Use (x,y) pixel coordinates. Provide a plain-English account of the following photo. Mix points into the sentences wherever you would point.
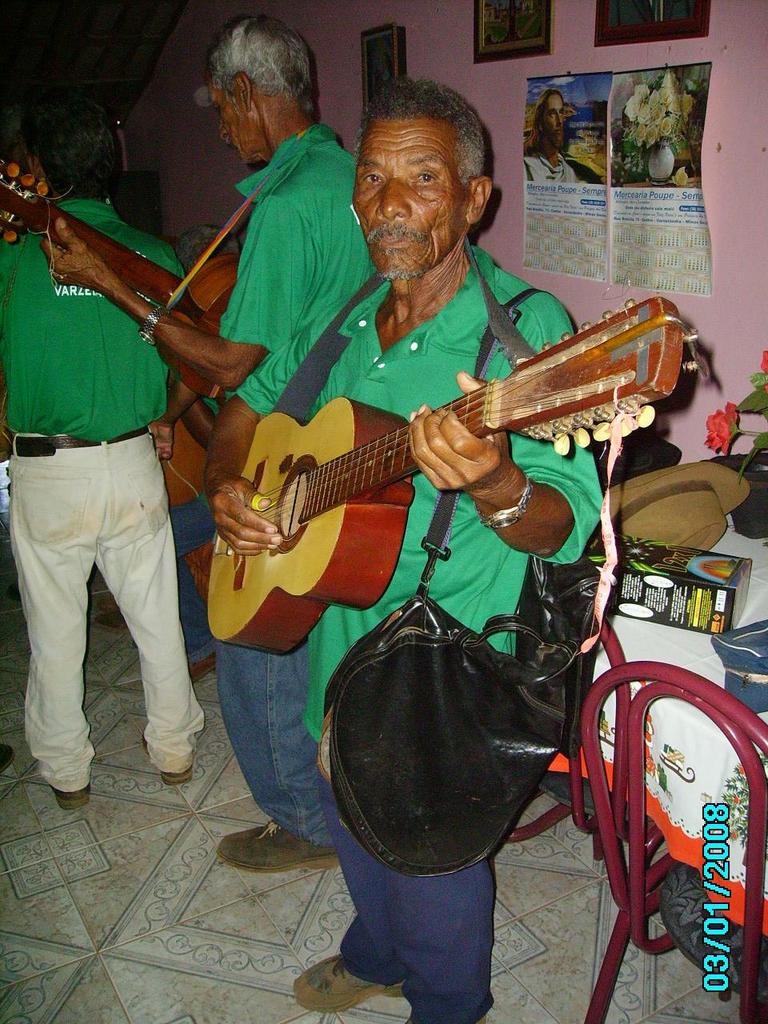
In this image I can see few people (130,340) are standing and holding musical instruments (678,368). I can also see he is carrying a bag (593,664). On this table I can see a cap (683,523) and a box (701,618).
